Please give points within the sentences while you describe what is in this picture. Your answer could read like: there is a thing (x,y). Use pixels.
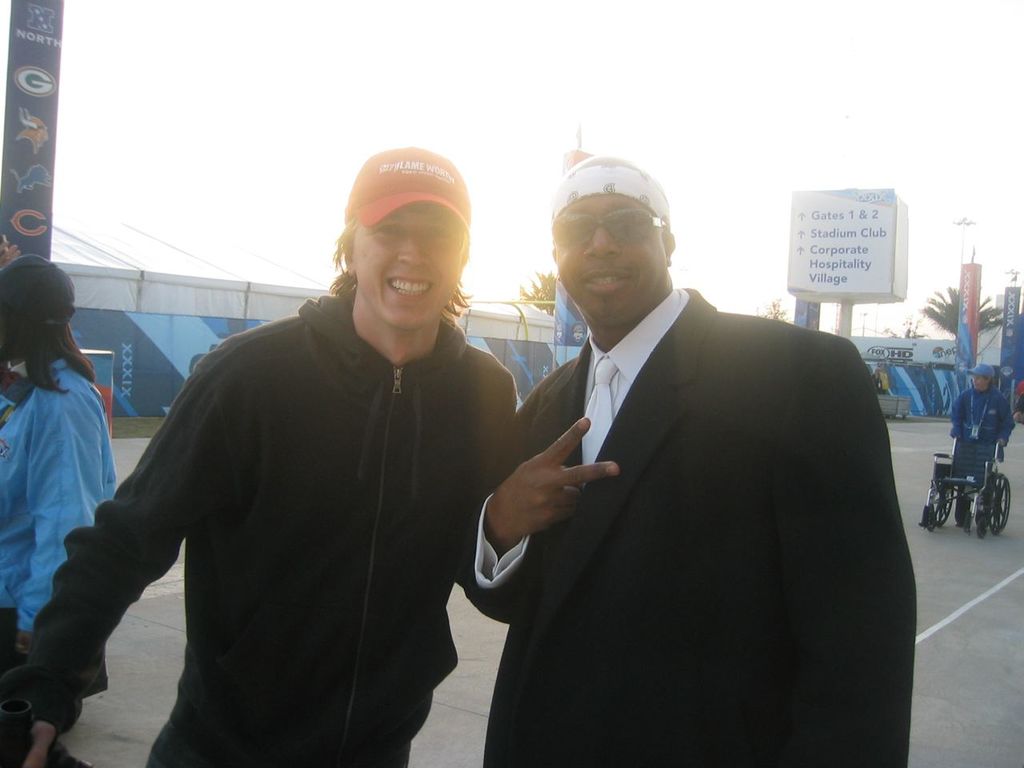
In this image we can see two men (375,480). One man (326,523) is wearing a red cap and black color hoodie (321,562). And the other man (615,513) is wearing a black coat (682,601), white shirt (622,389), white tie (609,398), cap (599,189) and goggles (612,233). In the background (109,328), we can see banners (1012,312), trees (951,295), poles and shelter (508,331). There is a man (990,406) holding wheelchair (981,500) on the right side of the image (983,485). On the left side of the image (22,410), we can see one person (47,416).
